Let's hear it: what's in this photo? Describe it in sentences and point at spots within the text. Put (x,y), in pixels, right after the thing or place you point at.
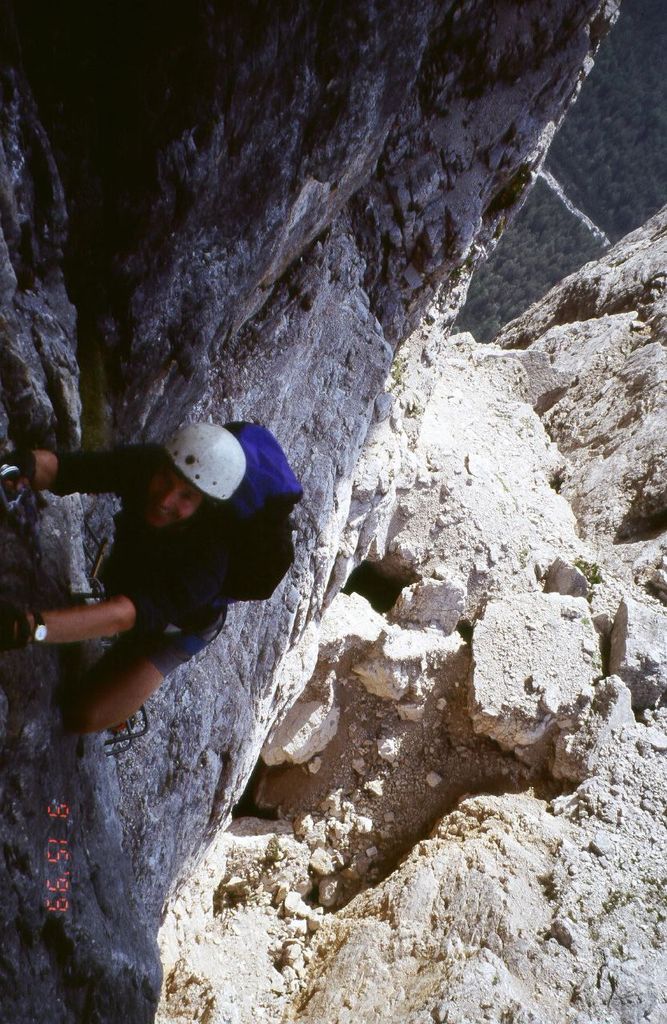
In this image there is one person (161,663) is climbing a mountain (127,909) as we can see on the left side of this image (190,673). There is a mountain (385,254) in the background (404,440).
